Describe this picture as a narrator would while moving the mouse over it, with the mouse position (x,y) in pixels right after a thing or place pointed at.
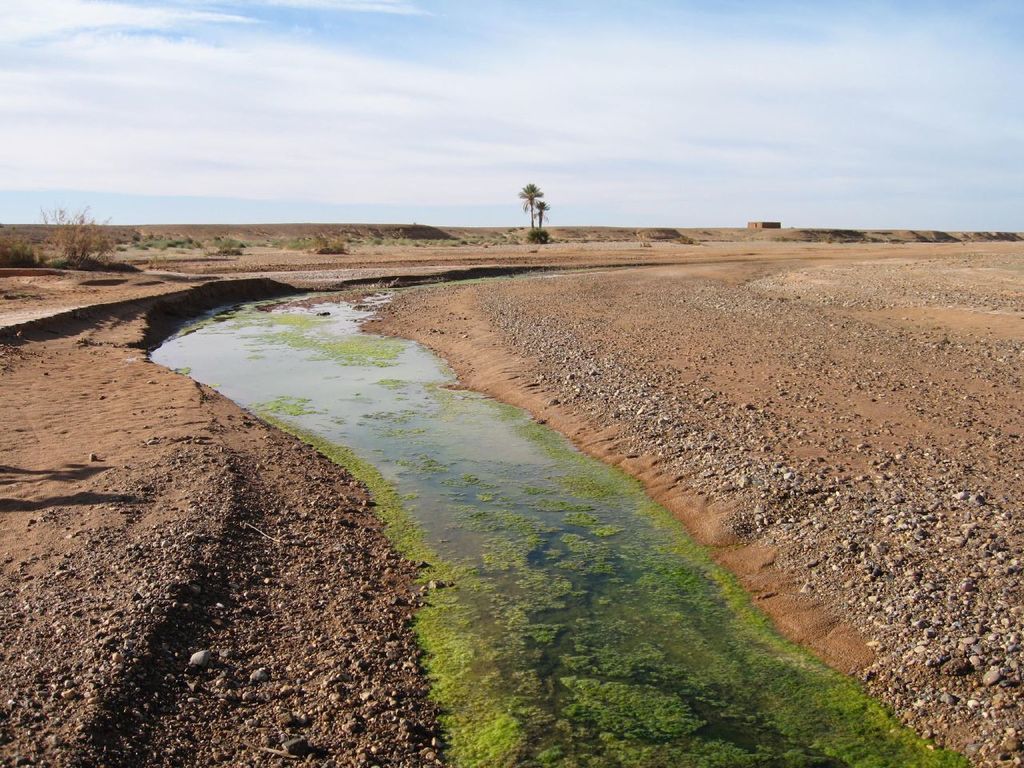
In the center of the image (502,501) there is water (649,672). On both right and left side of the image (246,563) there are stones (823,488), sand (146,471). In the background of the image (526,210) there are trees (527,202) and sky (591,80).
